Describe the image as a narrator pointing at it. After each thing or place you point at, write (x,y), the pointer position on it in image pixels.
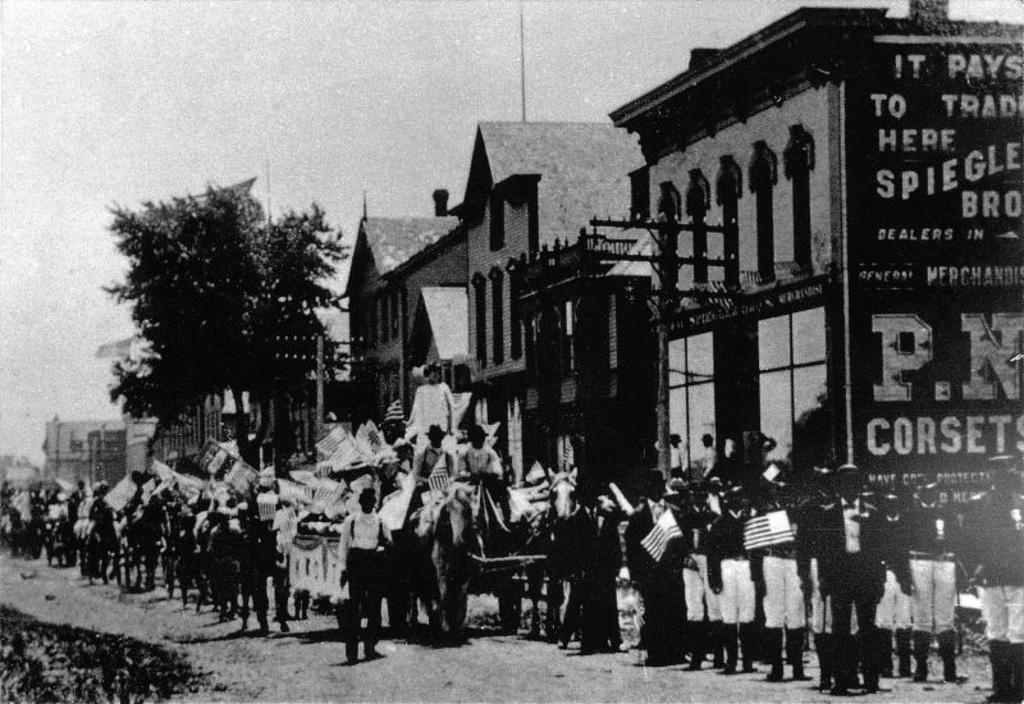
In this image people (389,487) are standing by holding the flags (756,531). At the back side (603,336) there are buildings (592,241), trees (313,265) and sky (277,145).
